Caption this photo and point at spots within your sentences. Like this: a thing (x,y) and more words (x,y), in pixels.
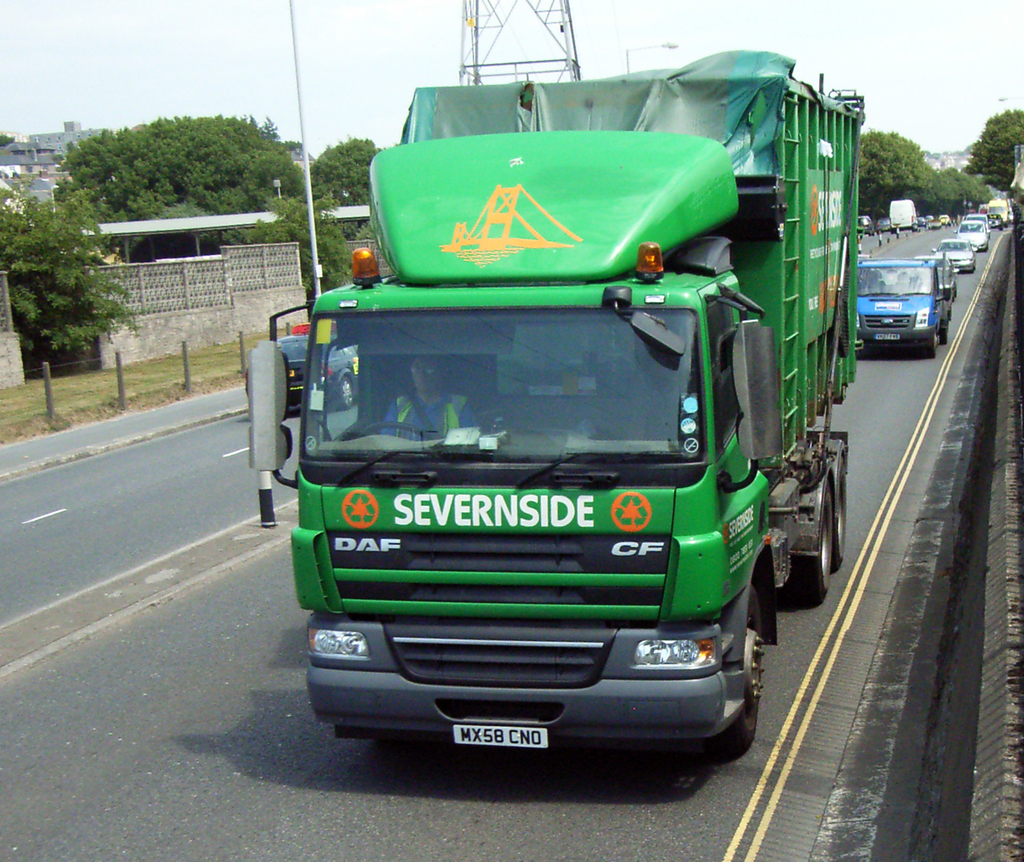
In this picture we can see vehicles (623,536) on the road (102,499), fence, grass (223,371), trees (268,223), buildings (33,157), pole (311,202), tower (474,39) and in the background (643,30) we can see sky (227,78).
